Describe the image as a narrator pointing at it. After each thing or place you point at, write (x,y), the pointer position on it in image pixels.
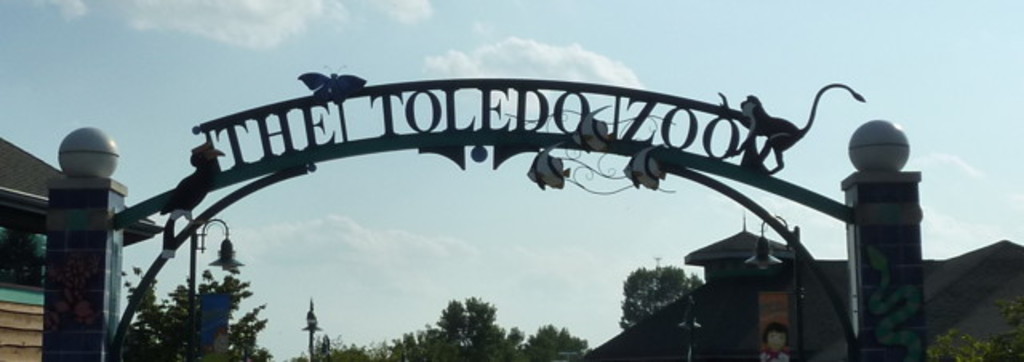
In the foreground (213,138) there is an arc (887,215) of a zoo (893,226). In the background (751,302) there are trees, buildings (25,285). Here there are lights (231,261). There are structures (783,135) of animals (755,115) on the arch (511,146).
